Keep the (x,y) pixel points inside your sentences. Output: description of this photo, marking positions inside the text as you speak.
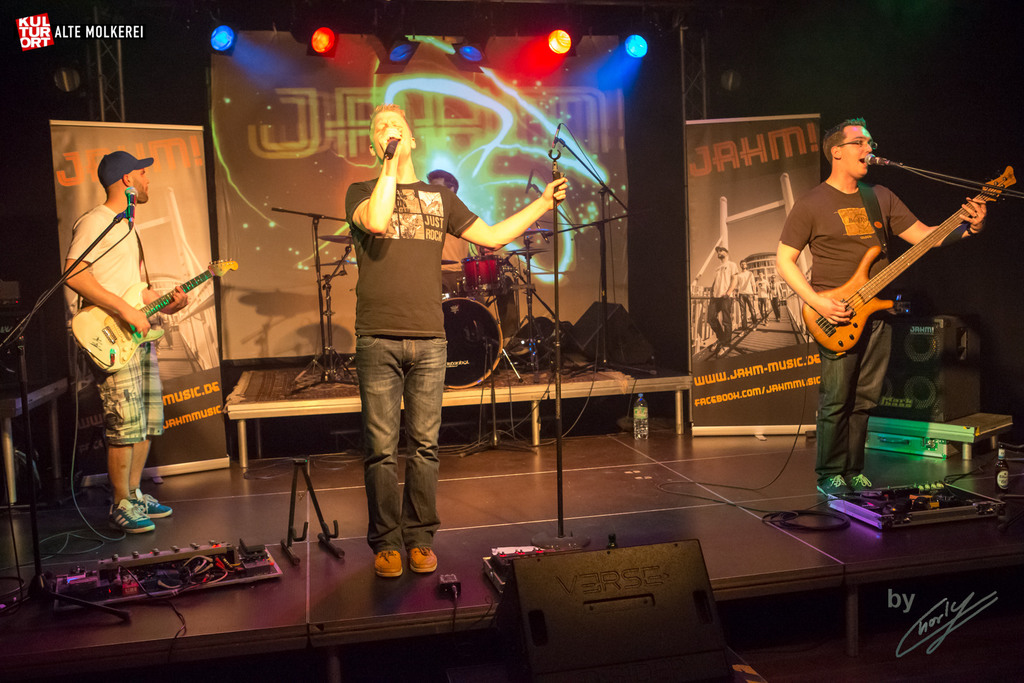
There are three persons (409,340) standing. One person (433,359) is singing a song using a mike (390,145) and the other two persons (849,269) are playing guitar (846,305). At background (452,184) I can see a man (465,247) sitting and playing drums (494,326). These are the banners (710,297) placed at the corners of the image. This is a mike (131,211) with the mike stand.
